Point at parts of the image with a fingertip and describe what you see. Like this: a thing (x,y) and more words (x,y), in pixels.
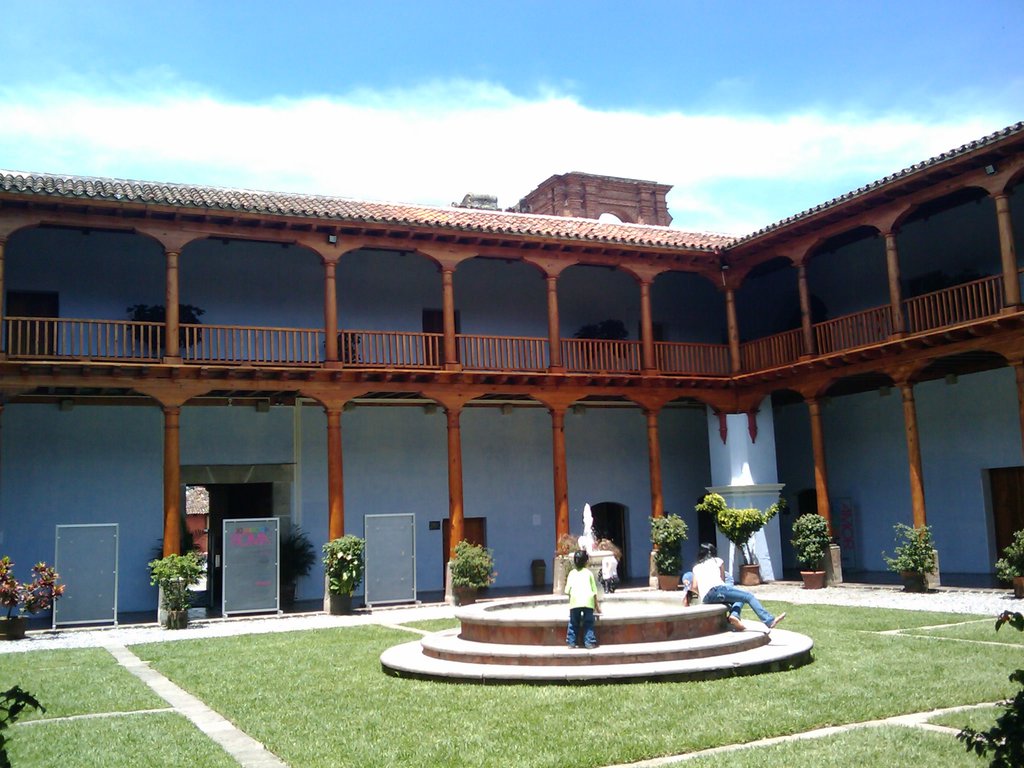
In this image there is a fountain (602,596) in the middle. In the background (525,305) there is a building (636,289). In the fountain (596,543) there is water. There are plants (804,558) around the fountain (566,633). At the top (300,60) there is the sky (258,56).
